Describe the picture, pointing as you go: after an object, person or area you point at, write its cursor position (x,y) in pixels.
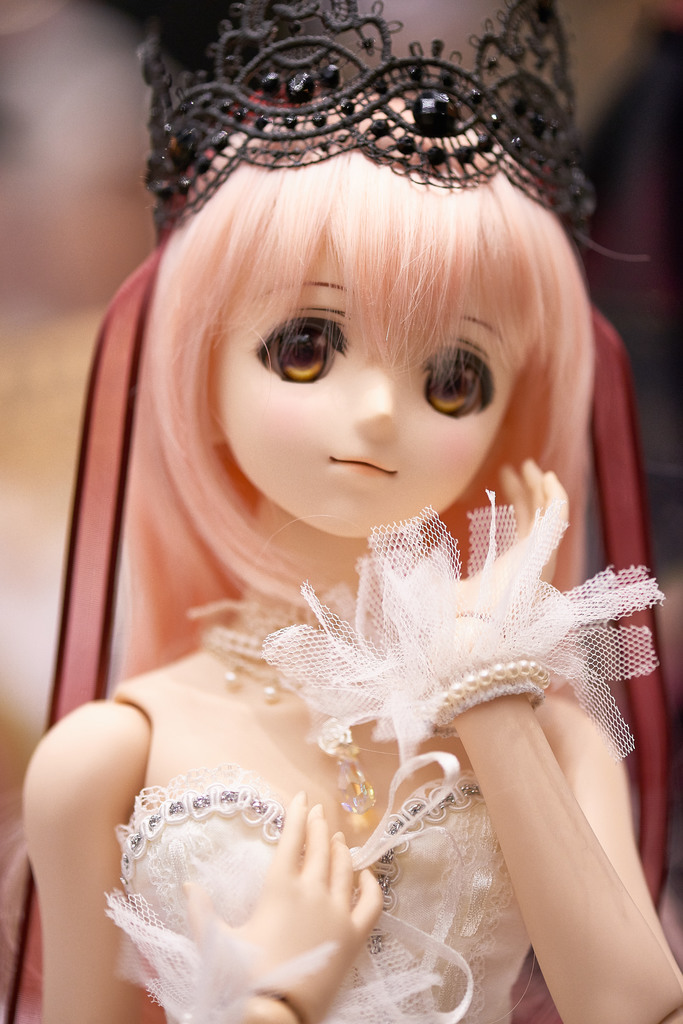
This picture contains a barbie doll (370,448) which is in a white dress (379,923). We see a black color crown (405,121) on its head (388,278). In the background (145,244), it is blurred.
